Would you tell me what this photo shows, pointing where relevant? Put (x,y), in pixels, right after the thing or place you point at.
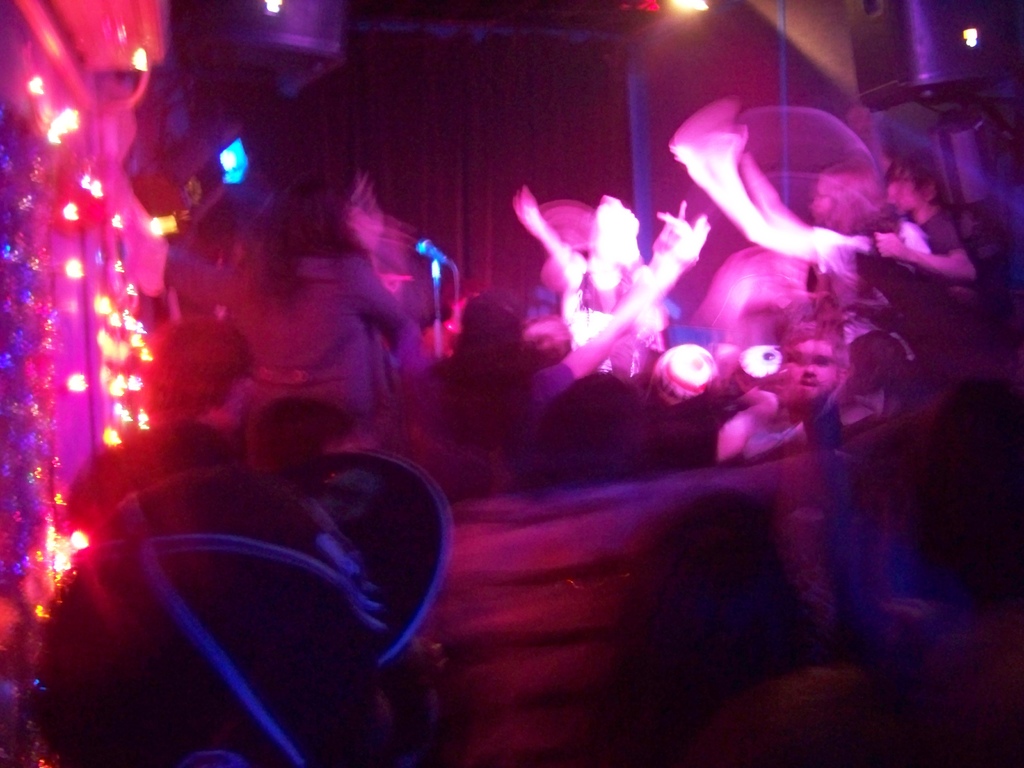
The image is not clear but we can see lights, few persons (349,406), mic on a stand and other objects (994,108).
